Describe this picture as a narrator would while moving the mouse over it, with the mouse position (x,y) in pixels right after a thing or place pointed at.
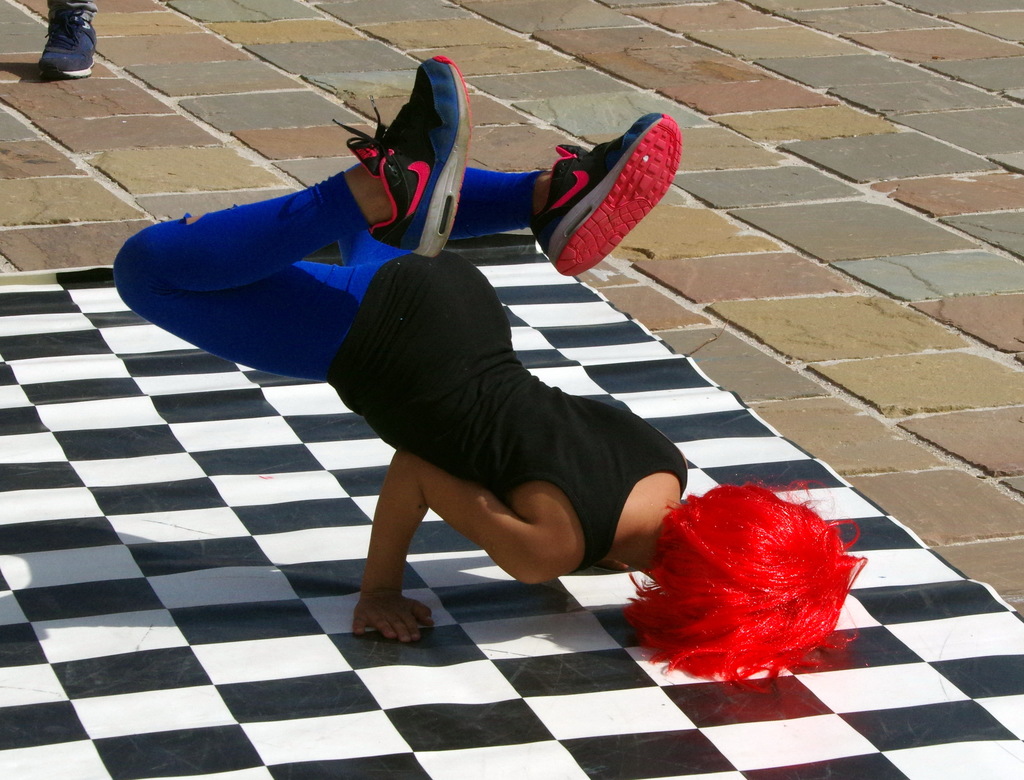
In this picture, we can see a person (385,314) on the mat (215,507) and we can see the ground (368,7), we can see the leg (88,55) of a person (82,51) on the top left corner (82,51).
